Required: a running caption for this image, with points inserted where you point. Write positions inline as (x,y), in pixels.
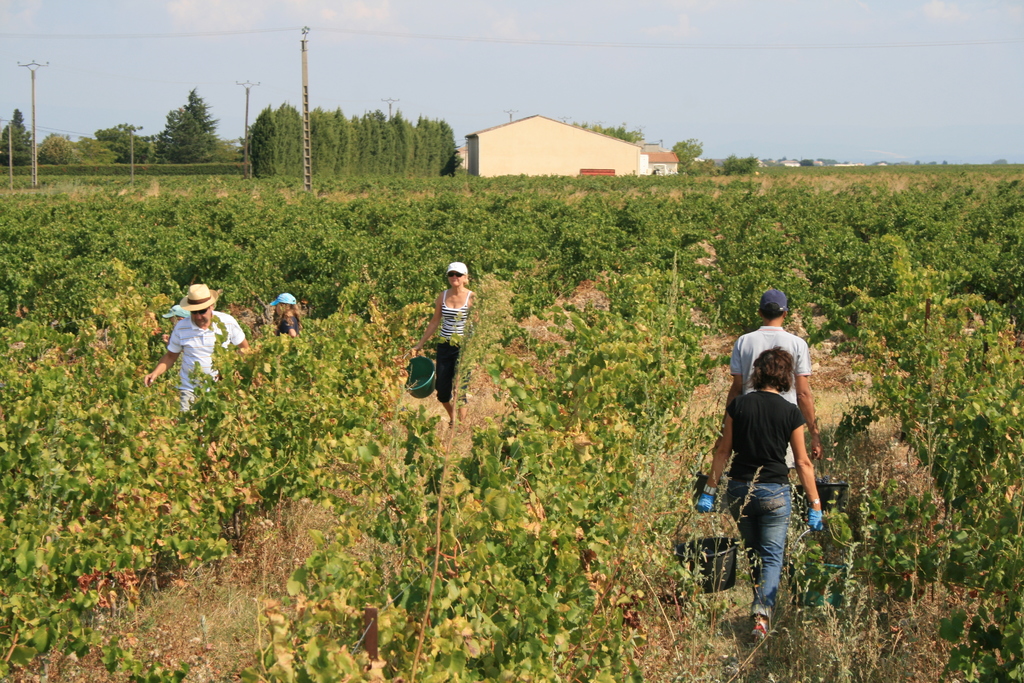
In this picture we can see some people (768,545) are holding some objects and walking on the path (410,397). Behind the people (734,391) there are plants (506,226), trees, houses (529,156), electric poles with cables (635,48) and sky (679,32).
